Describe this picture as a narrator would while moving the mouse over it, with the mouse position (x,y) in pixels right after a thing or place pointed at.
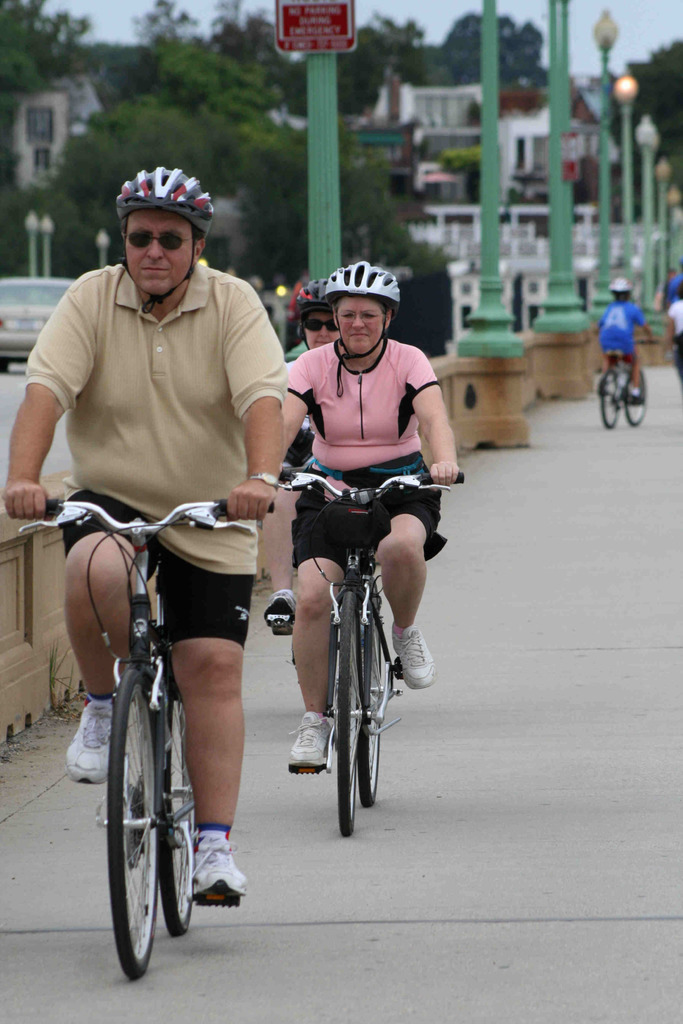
This is an outside view. In this image I can see few people (395,382) are riding their bicycles (367,694) on the road (471,764). Everyone (127,290) are wearing helmets (343,295) on their heads (360,300). In the background (262,178) there are some buildings (59,126) and trees (275,158) and also I can see few pillars (496,209) on the middle of the road (573,727).
